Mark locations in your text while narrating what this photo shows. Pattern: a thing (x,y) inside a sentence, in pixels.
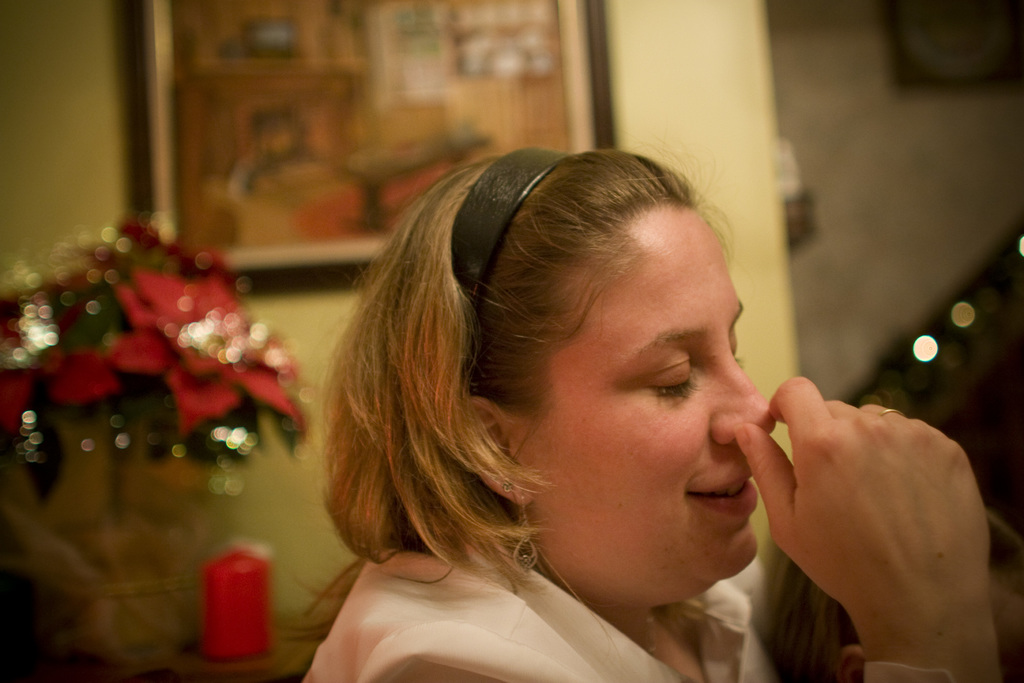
In the image in the center (442,396), we can see one woman (471,534) smiling, which we can see on her face (590,509). In the background (589,77) there is a wall (714,78), photo frame (583,125), flower bouquet (121,302), table (249,662) and a few other objects (208,628).
